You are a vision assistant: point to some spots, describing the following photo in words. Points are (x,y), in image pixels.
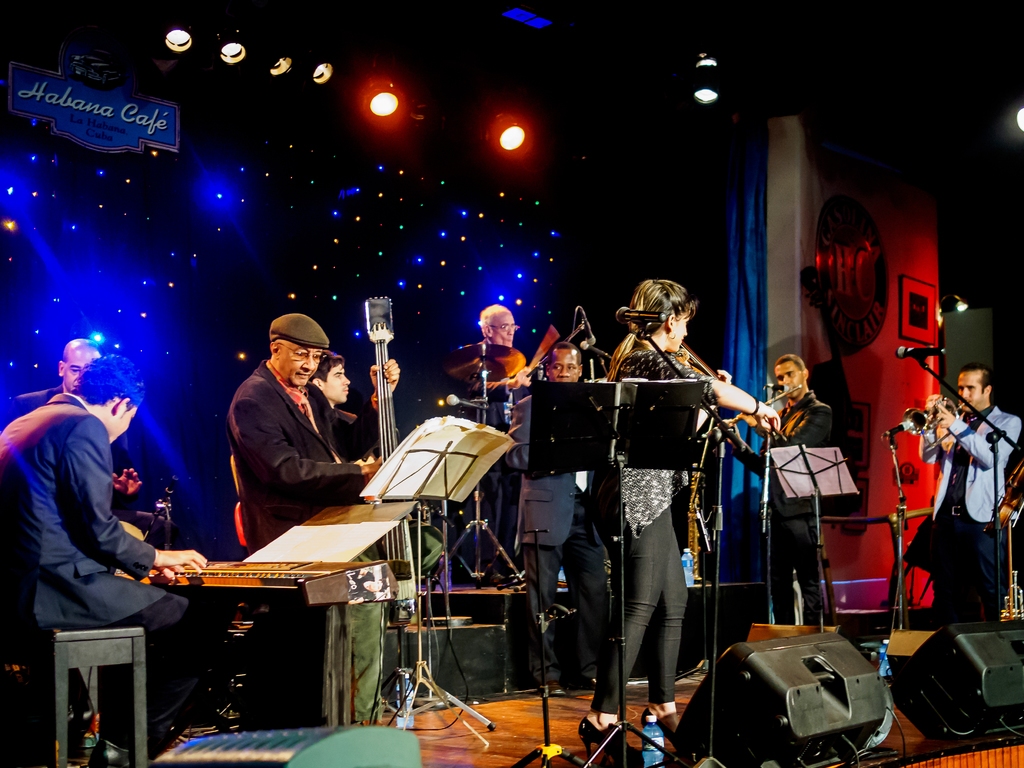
Here people (589,484) are standing, these are musical instruments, these are lights (386,95), these are speakers (732,667).
